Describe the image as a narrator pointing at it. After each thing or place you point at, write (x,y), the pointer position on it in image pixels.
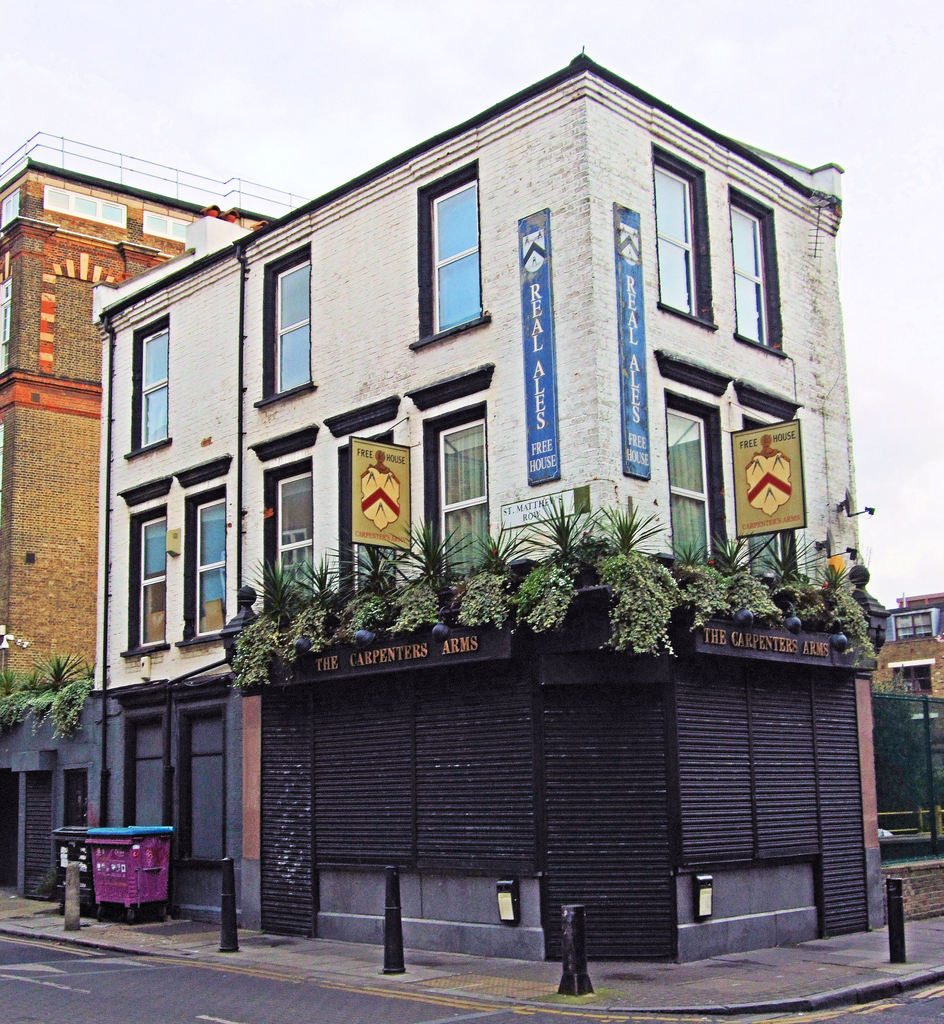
In this picture we can see a road (344,1007). There are a few poles (75,908) and dustbins (124,903) on the path (400,975). We can see a few boards (816,654), plants (620,595) and posters (526,247) on a white building (114,545). There is a brown building (41,488) on the left side (41,488).
